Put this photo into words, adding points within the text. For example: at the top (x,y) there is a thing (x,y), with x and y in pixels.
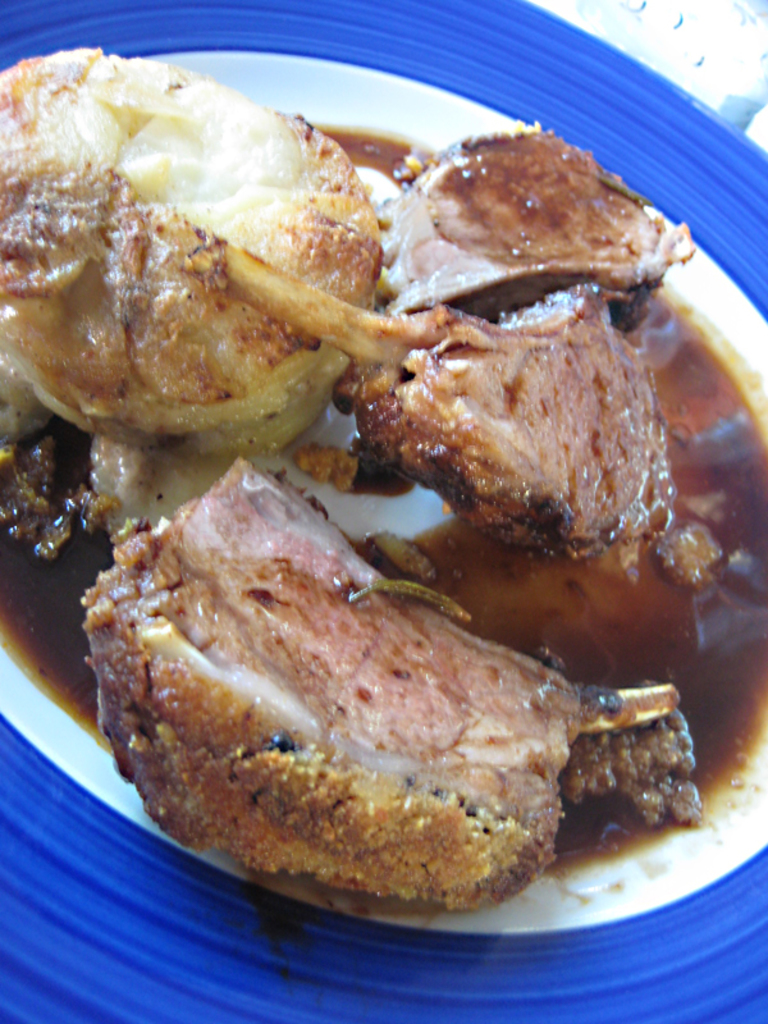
The picture consists of a dish (348,327) served in a blue color object (380,116).
